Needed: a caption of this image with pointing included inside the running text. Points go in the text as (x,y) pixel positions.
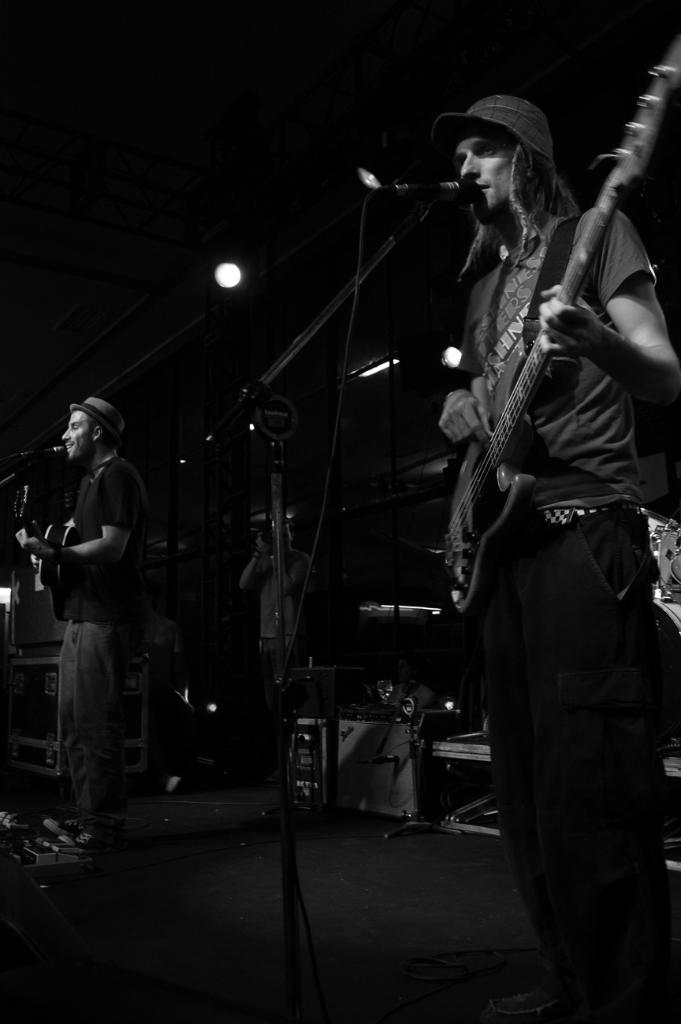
a person (571,575) is standing at the right (526,466) playing guitar (457,496). in front of him there is a microphone (449,190). at the left (94,614) another person (96,593) is singing holding guitar (49,562). behind him a person (291,565) is standing and at the top (236,275) there are lights (229,280).
